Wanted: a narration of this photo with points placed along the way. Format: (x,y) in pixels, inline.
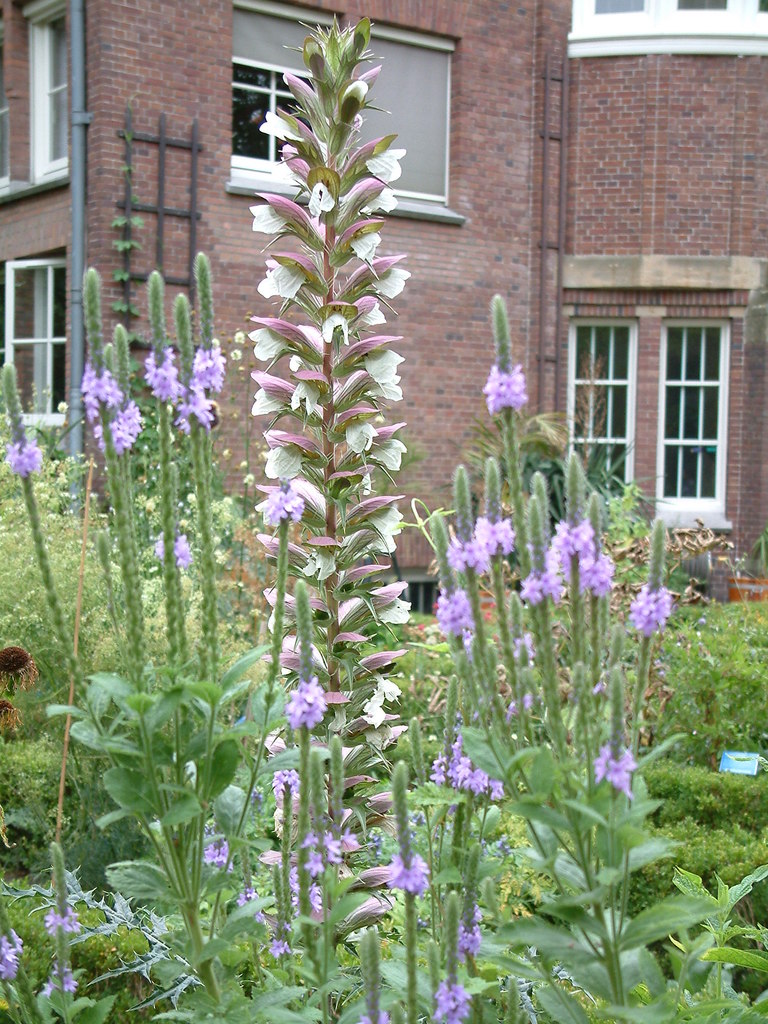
In the picture I can see groups of flowering plants (461,887). In the background (399,410), I can see a building (593,157).
